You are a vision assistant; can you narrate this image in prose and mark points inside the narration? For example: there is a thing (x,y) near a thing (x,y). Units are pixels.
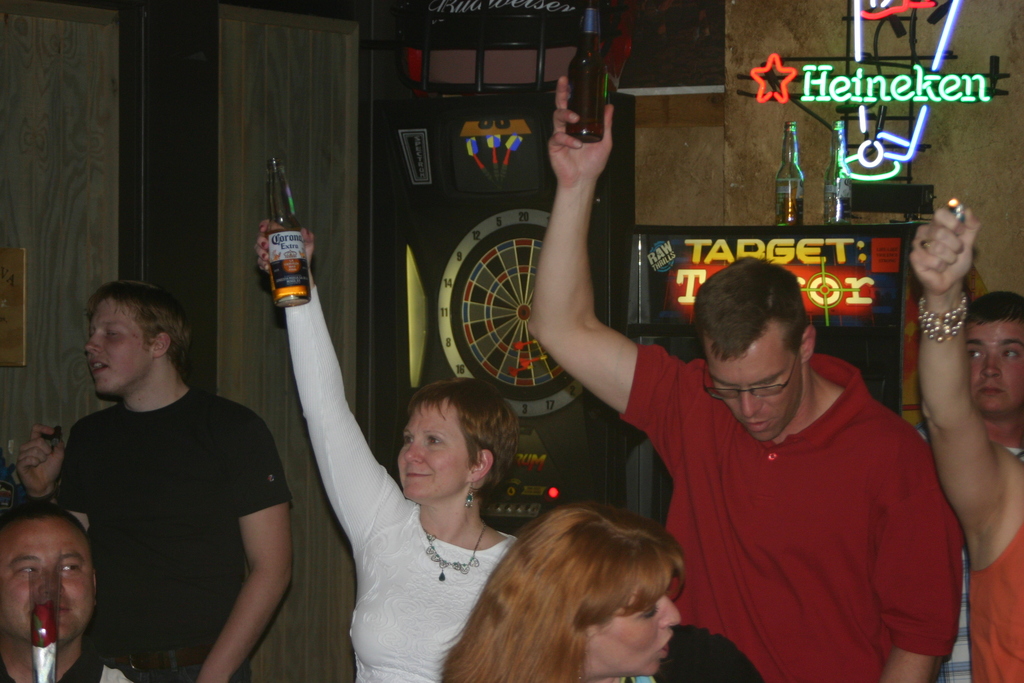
In this picture in the front there are persons (317,385) holding bottles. In the background (659,173) there is a wall (700,197) and on the wall (683,197) there are objects (506,195) which are black in colour and there is some text (738,250) written on the object (836,256) and there are bottles (849,190). On the left side (44,247) there is a wall (66,198) and there is a frame (14,304) on the wall (82,192).
